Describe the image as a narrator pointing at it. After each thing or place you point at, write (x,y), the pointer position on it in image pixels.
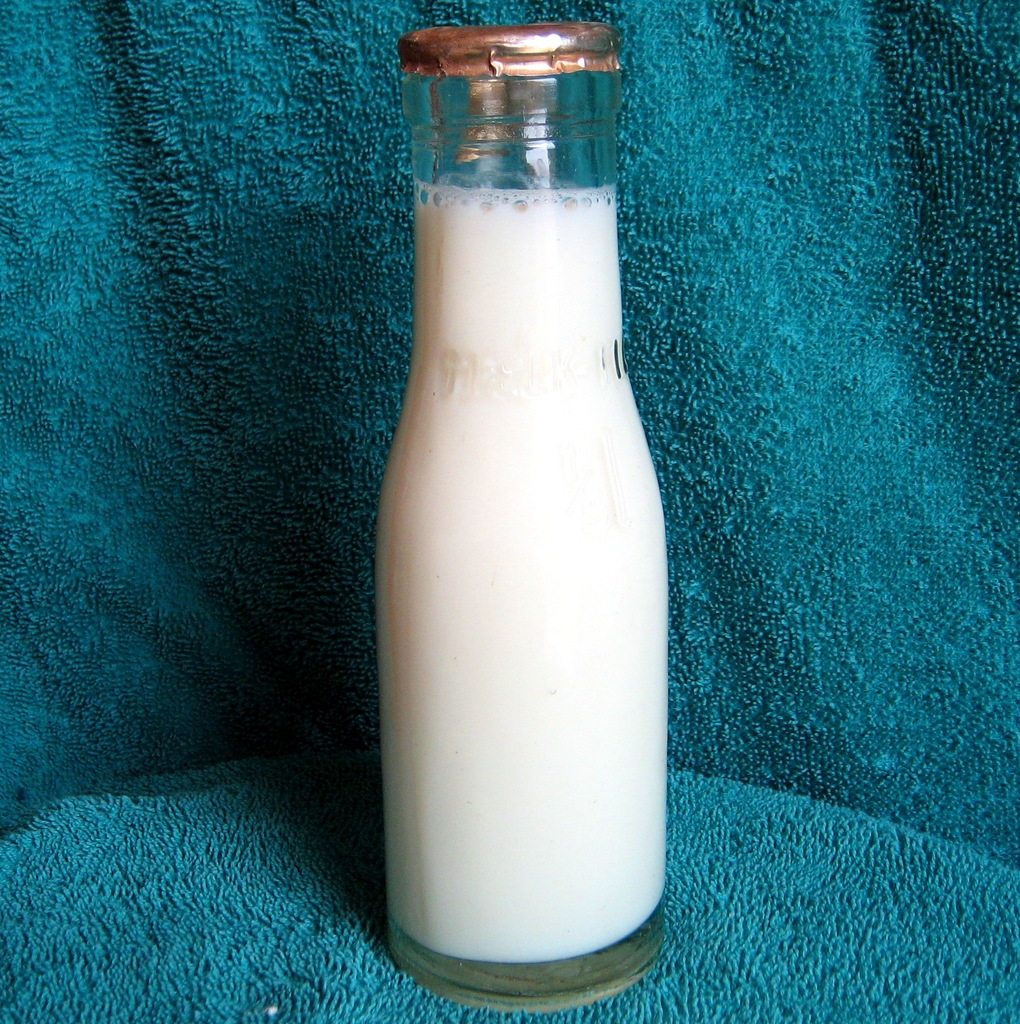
In the center of the image (576,579) there is a milk bottle (442,676) on the blue cloth (254,861).
